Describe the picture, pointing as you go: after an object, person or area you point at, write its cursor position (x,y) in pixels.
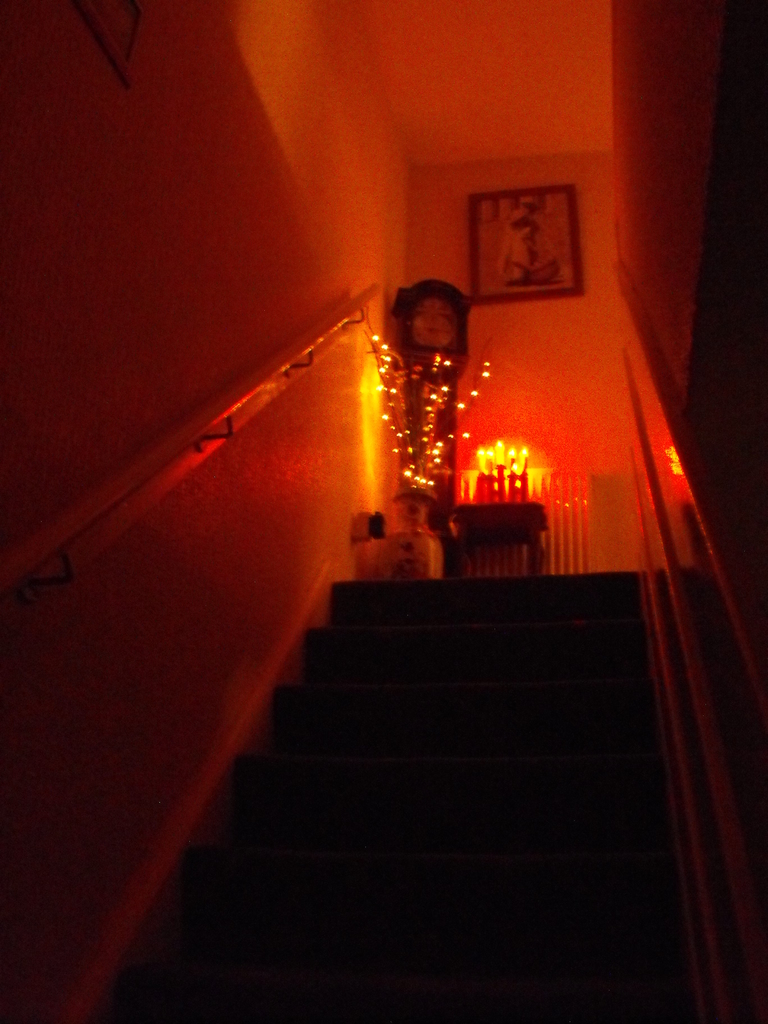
In this picture I can see stairs (367,982), there is a Victorian clock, there are lights (502,444) and some other objects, and in the background (496,265) there is a frame (487,192) attached to the wall (586,201).
